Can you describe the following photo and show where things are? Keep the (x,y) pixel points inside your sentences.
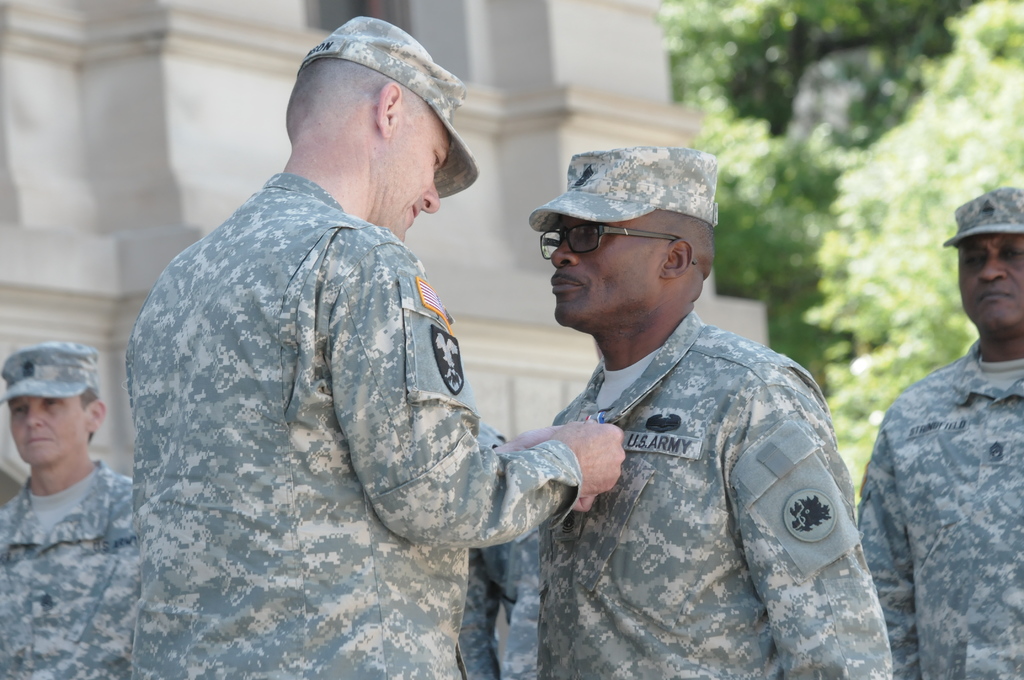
In this image we can see man (595,490) standing. In the background (824,229) there are trees (847,375) and building (78,253).
